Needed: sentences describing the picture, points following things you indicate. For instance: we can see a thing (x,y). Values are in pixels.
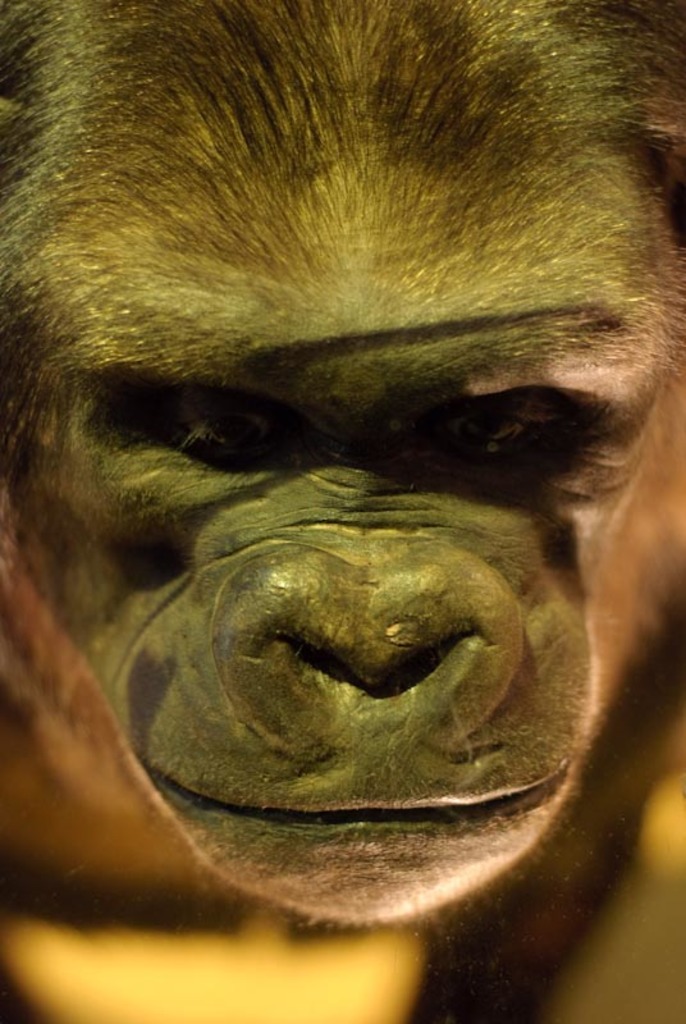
In this picture I can see there is a monkey (212,415) and it has a mouth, eye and hair (317,864) on its body (313,841).
